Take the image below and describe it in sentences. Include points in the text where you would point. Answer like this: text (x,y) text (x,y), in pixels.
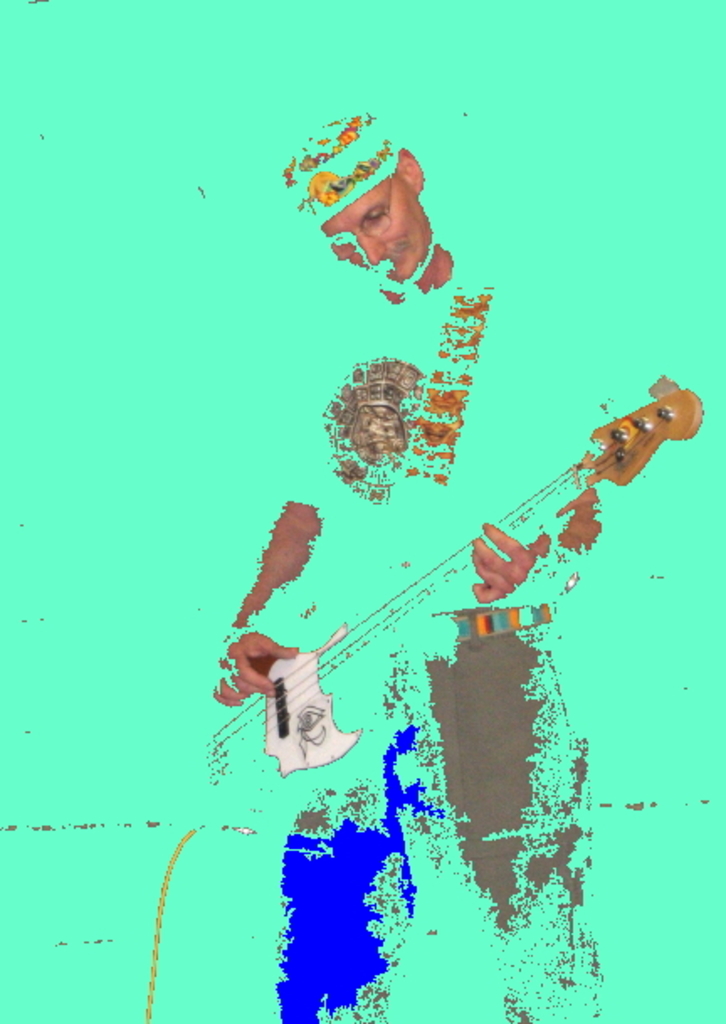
This is an edited picture. In this picture we can see a person (415,534) playing guitar (291,682). The background (112,755) is green.
